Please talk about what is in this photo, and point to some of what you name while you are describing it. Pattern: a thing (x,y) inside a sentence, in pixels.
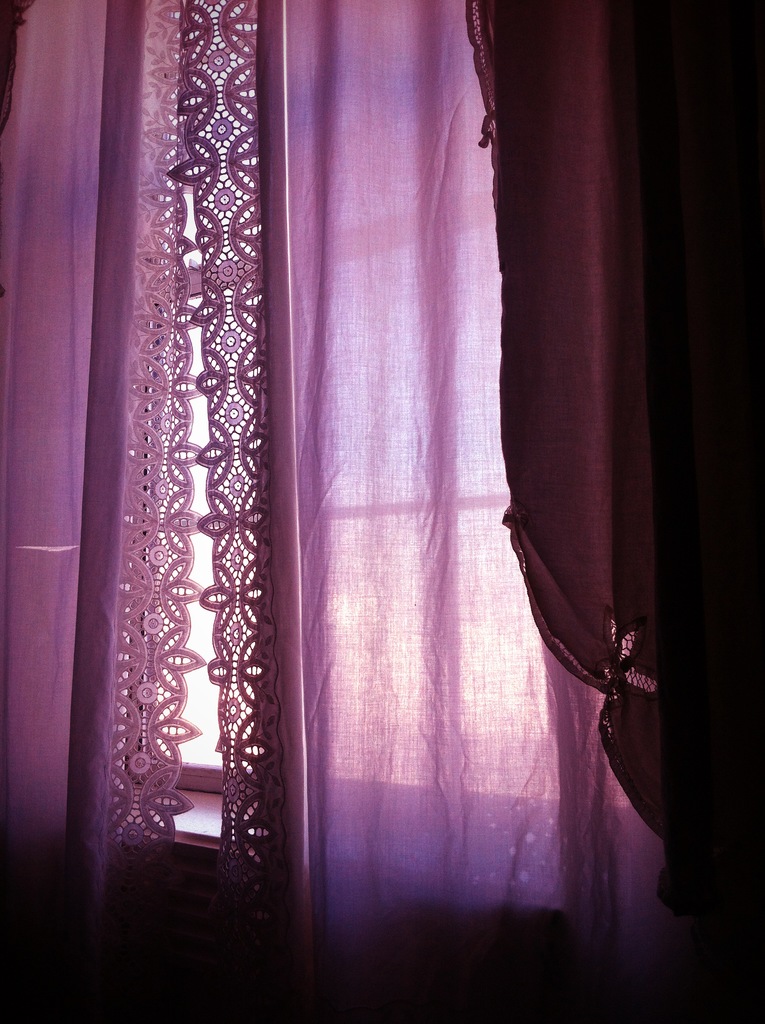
In this picture there is a window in the center of the image (457,395) with a curtain (155,303).
